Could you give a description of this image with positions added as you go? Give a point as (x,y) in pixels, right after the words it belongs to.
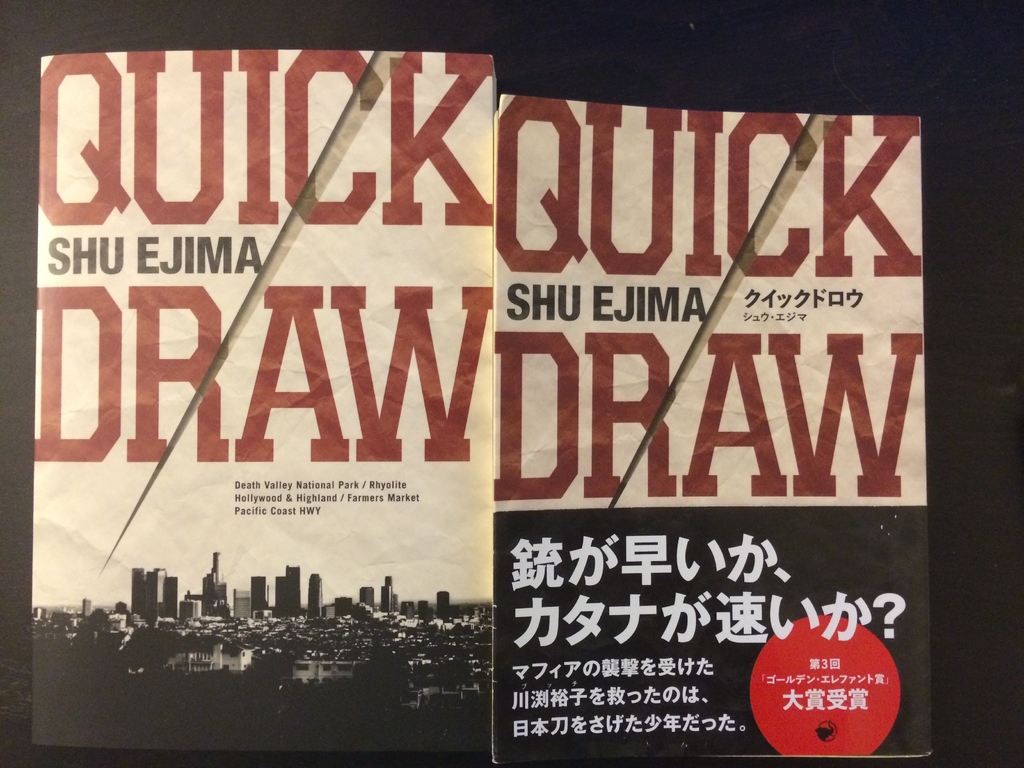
In this picture we can observe two books (620,470). We can observe some buildings (197,609) on this book (236,601). There is some text (319,303) which is in red color on this book (242,151). The background (957,513) is completely dark.
